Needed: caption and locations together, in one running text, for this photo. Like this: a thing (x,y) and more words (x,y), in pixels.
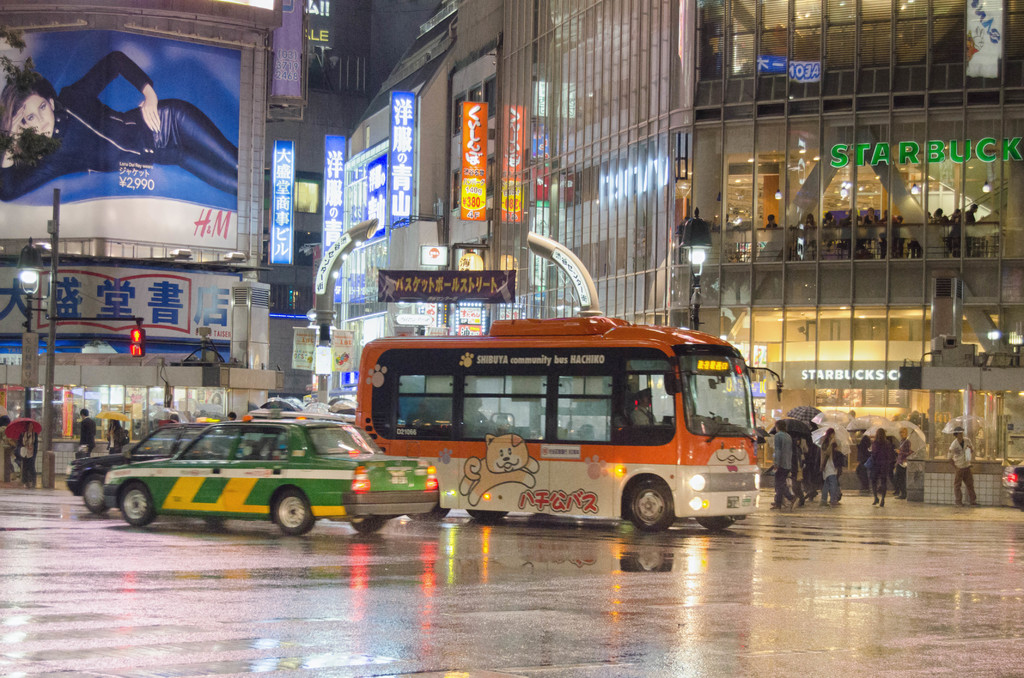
In this picture we can see some vehicles (392,375) in the front (660,458), there are some people (829,456) walking in the middle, in the background (732,194) there are some buildings (503,87), hoardings (173,71) and boards (478,204), on the left side (330,331) there are poles (51,359), a street light (34,287) and traffic lights (137,353), some of these people (807,438) are holding umbrellas (823,414).
